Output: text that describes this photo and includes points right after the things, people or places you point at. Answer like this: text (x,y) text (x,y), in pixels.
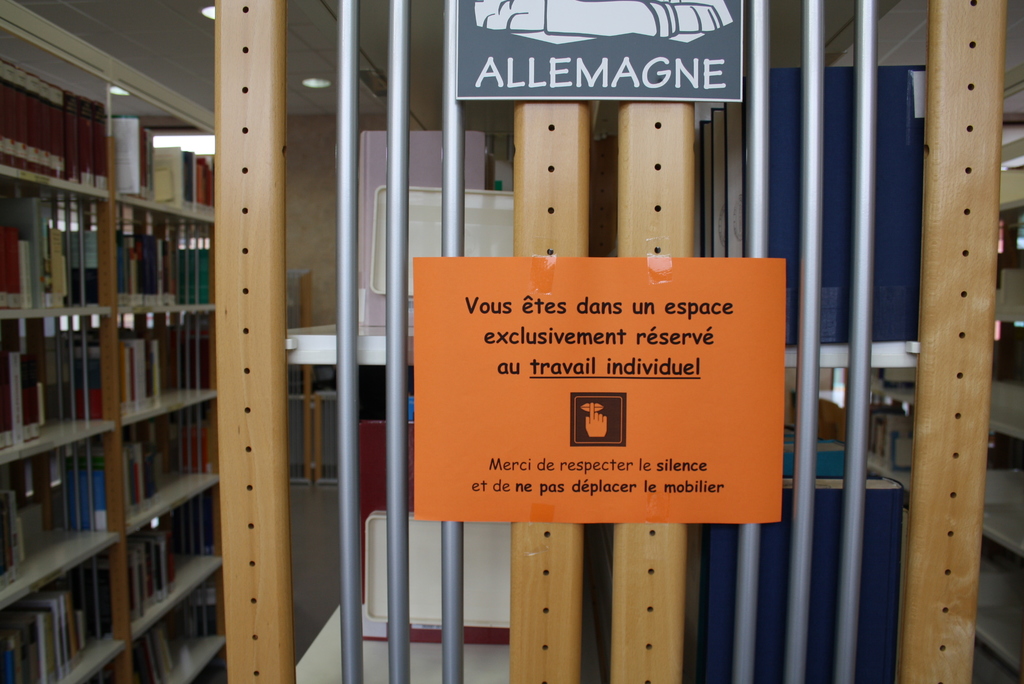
In this image there is a railing (578,216) in the middle (530,240) on which there are two posters (592,348). On the left side (118,237) there are racks (114,370) on which there are books (129,272). At the top (153,43) there is ceiling (164,38) with the lights (201,17).
